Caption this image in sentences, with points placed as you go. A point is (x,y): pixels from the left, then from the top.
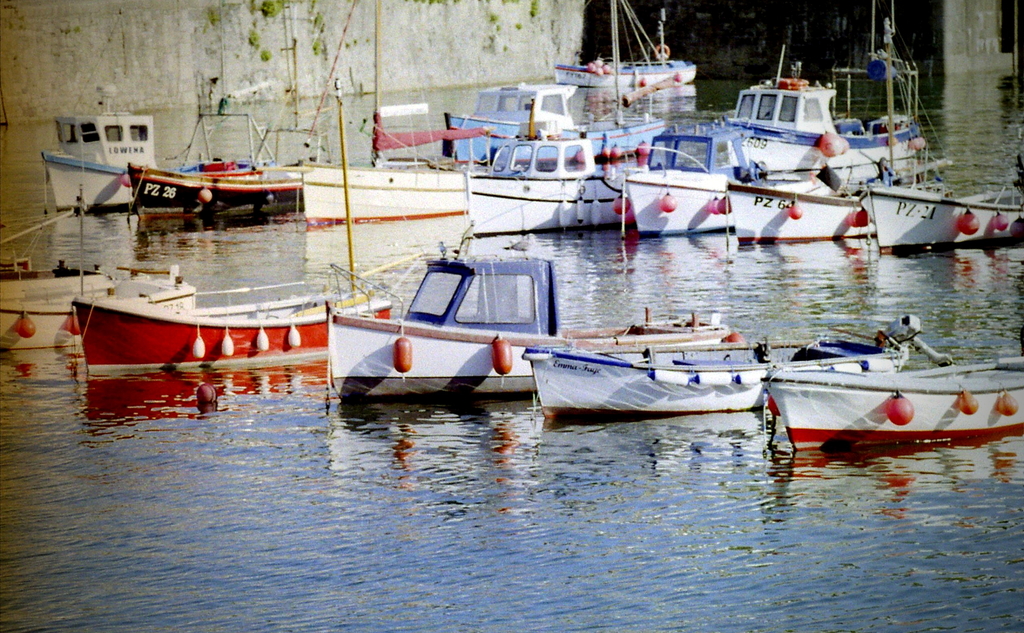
In the picture we can see water (454,604) and boats (120,303) in it which are white, blue and red in color and in the background (301,72) we can see a wall (216,58).
